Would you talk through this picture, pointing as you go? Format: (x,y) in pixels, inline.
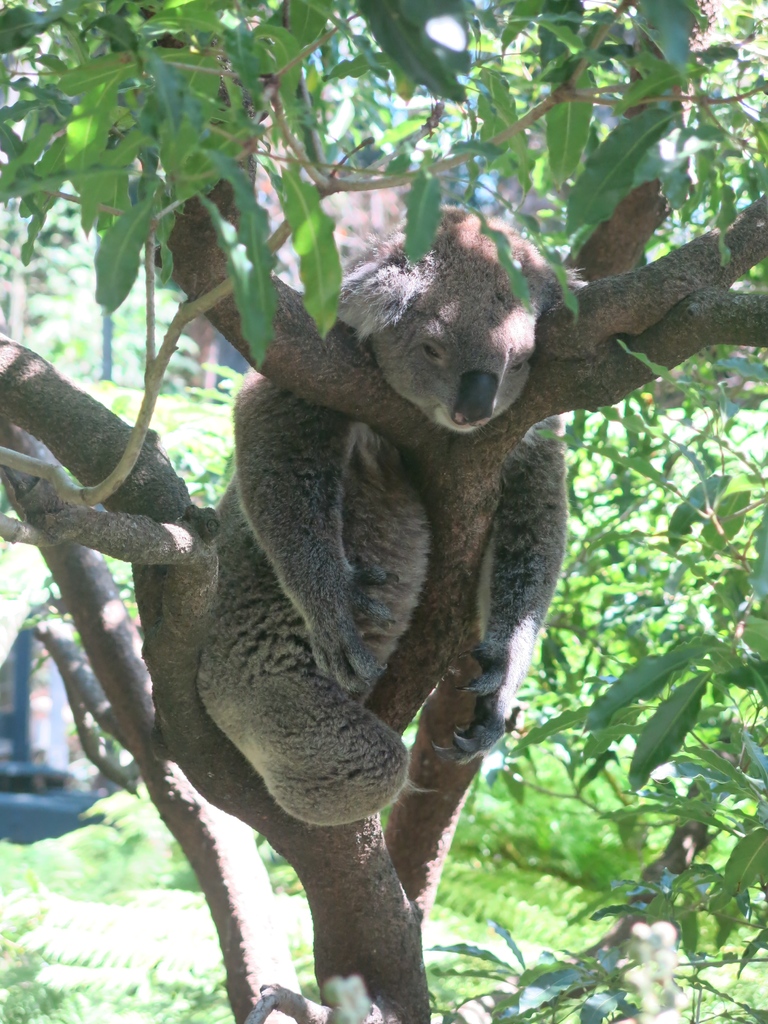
In the foreground of the picture (380,370) I can see an animal (407,551) on the branch (438,563) of a tree (448,611).
